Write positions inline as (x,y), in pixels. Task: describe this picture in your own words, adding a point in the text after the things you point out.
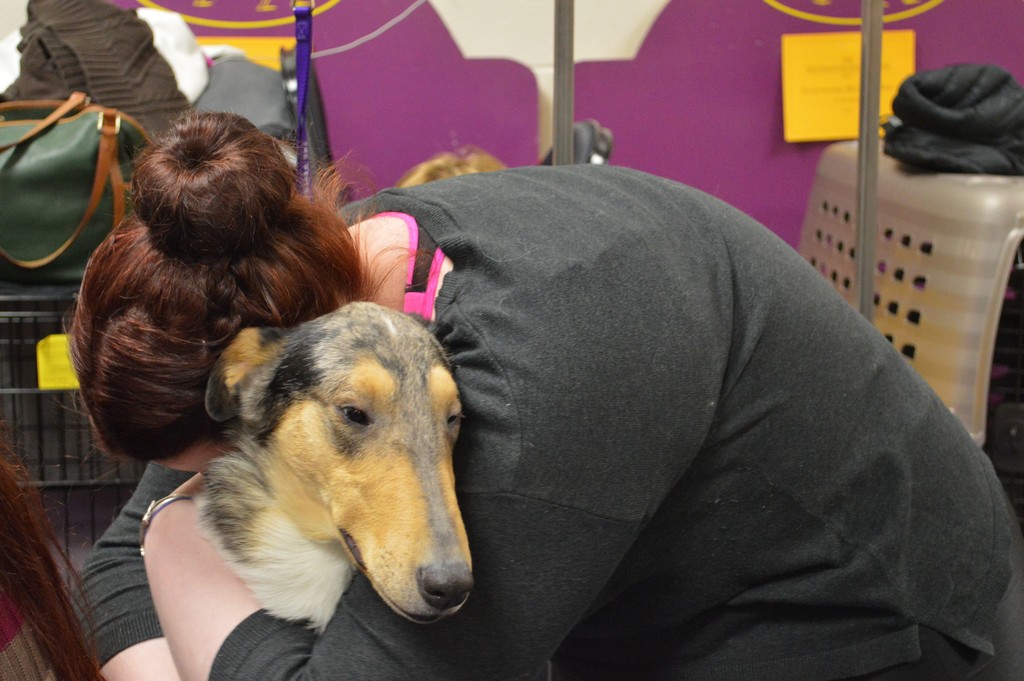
In this image, we can see a person (581,314) wearing clothes (581,314) and holding a dog (384,368) with her hands (225,551). There is a bag (70,205) on the left side of the image (38,275). There is an object (952,207) on the right side of the image (953,233).
